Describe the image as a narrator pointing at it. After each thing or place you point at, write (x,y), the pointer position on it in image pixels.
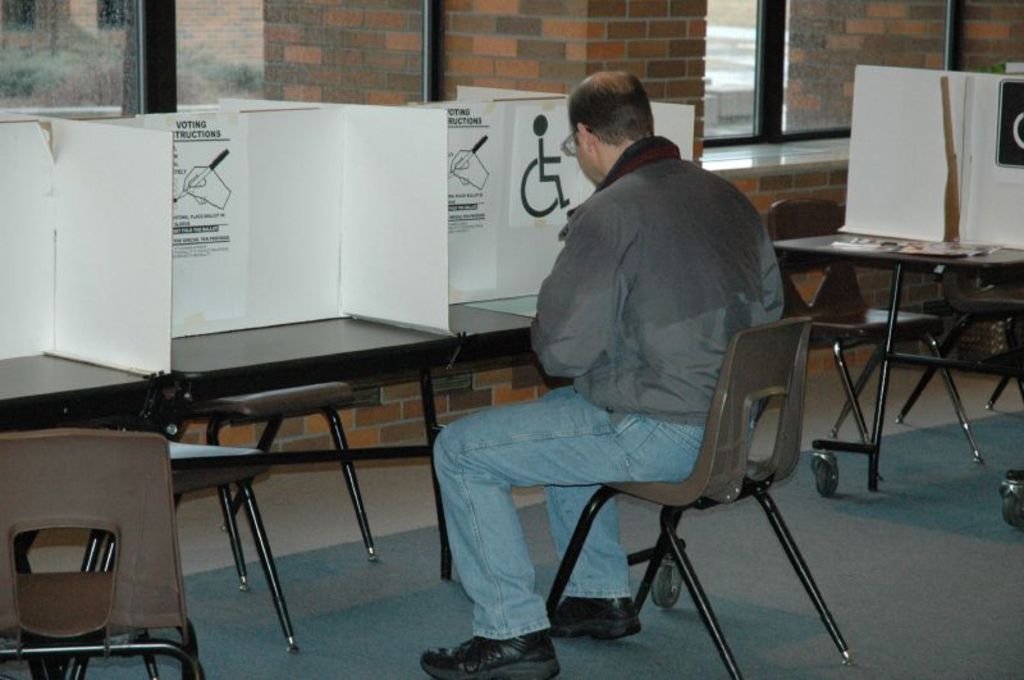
In this image we can see a man (741,296) is sitting on the chair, and in front here is the table (419,355) and some objects (268,231) on it, and here is the wall (529,29) made of bricks (667,50), and here is the window (823,43).
